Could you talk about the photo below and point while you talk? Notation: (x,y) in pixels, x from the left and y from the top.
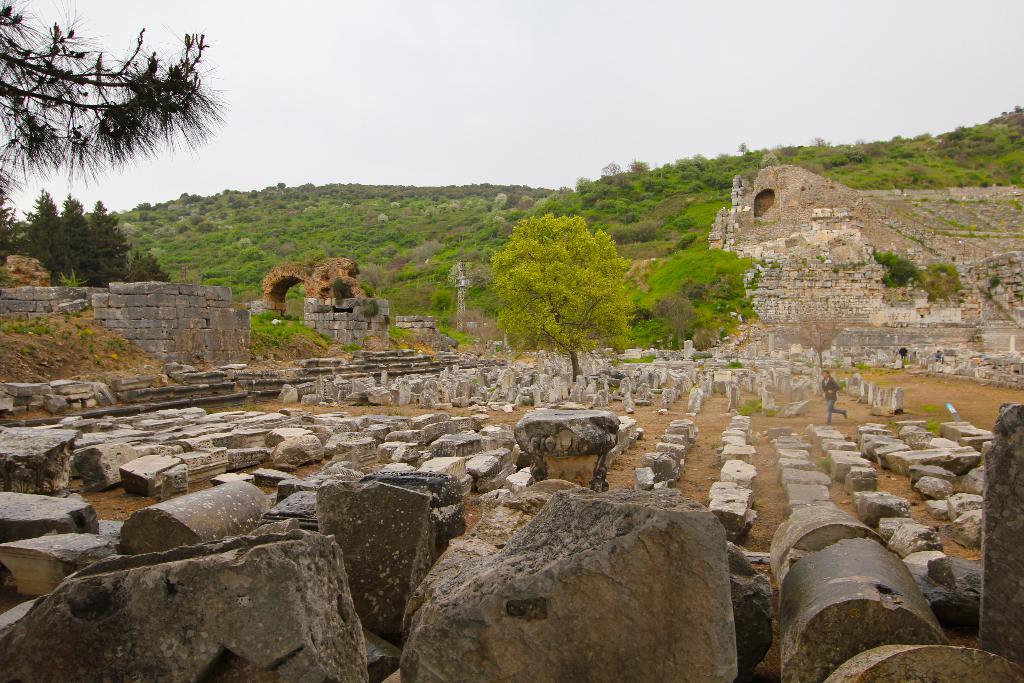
In this image I can see ground (821,413) and on it I can see number of stones (668,499). I can also see a person (844,412) is standing over here. In the background (12,247) I can see number of trees (561,348) and grass (449,287).
